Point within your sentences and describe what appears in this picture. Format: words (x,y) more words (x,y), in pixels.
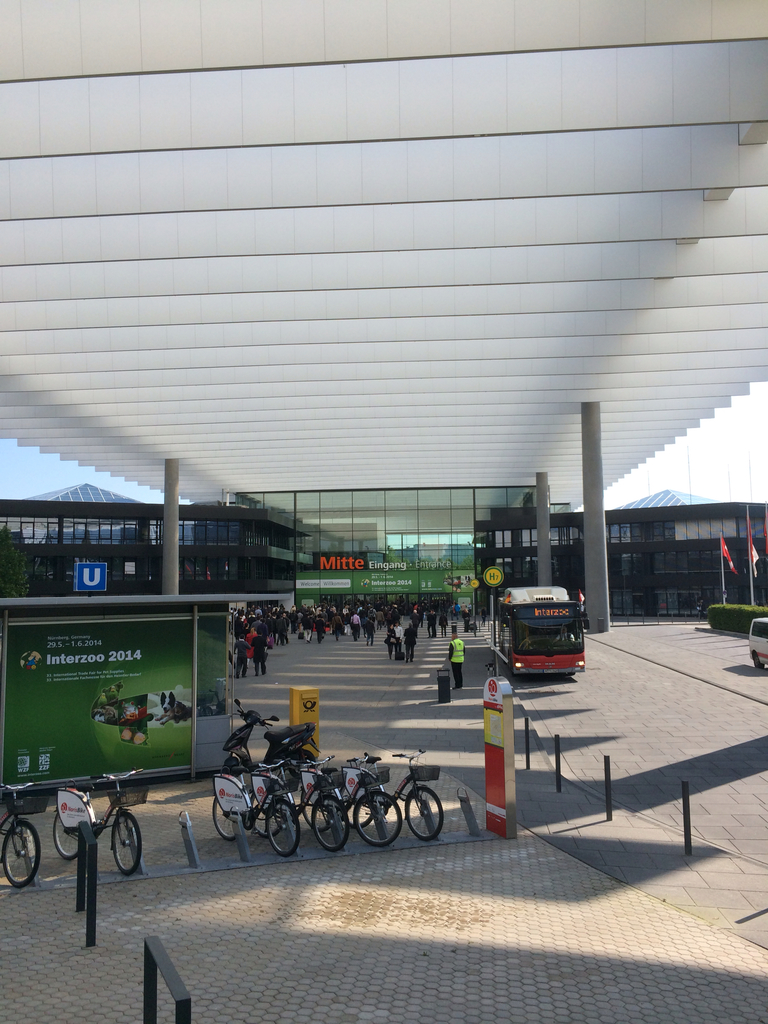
In this image few bicycles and vehicles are on the pavement (370,912). Left side (99,693) there is a banner (45,685). Right side (541,643) few vehicles (546,632) are on the road (635,702). Few people (377,618) are under the roof (331,312) having few pillars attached to it. Background (194,590) there are buildings (683,538). Behind there is sky (678,450). Few poles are on the pavement (569,819). Right side (714,619) there are few plants (742,618). Behind there are few poles (724,594) having flags (724,548).
